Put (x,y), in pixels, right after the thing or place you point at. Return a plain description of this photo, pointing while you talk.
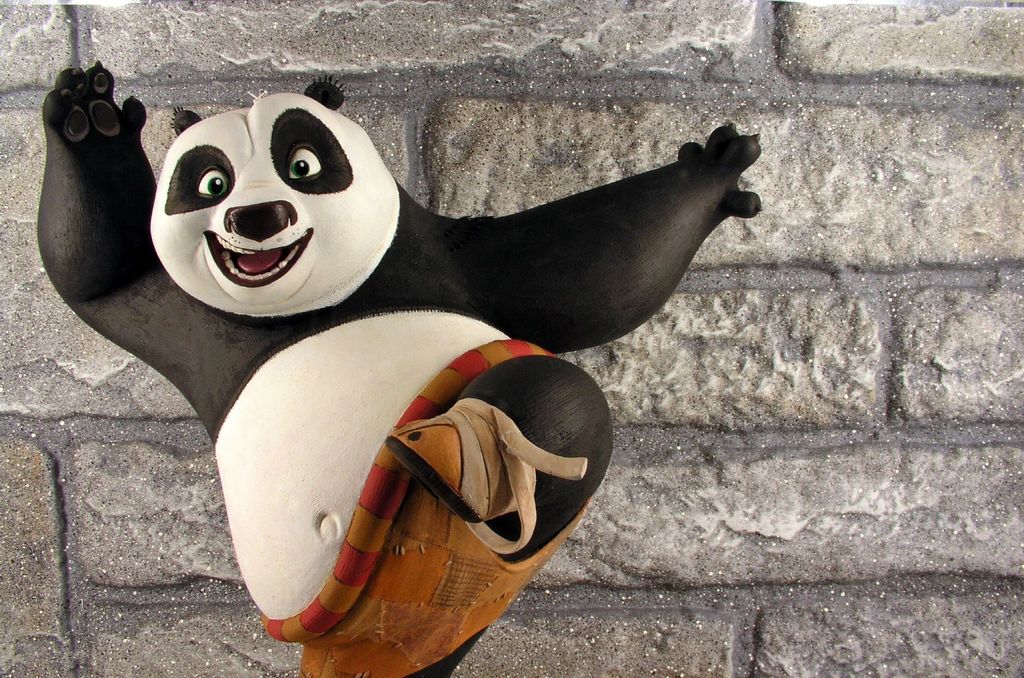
On the left side (322,288), there is a statue of an animal (320,282). In the background (529,178), there is a brick wall (503,201).
